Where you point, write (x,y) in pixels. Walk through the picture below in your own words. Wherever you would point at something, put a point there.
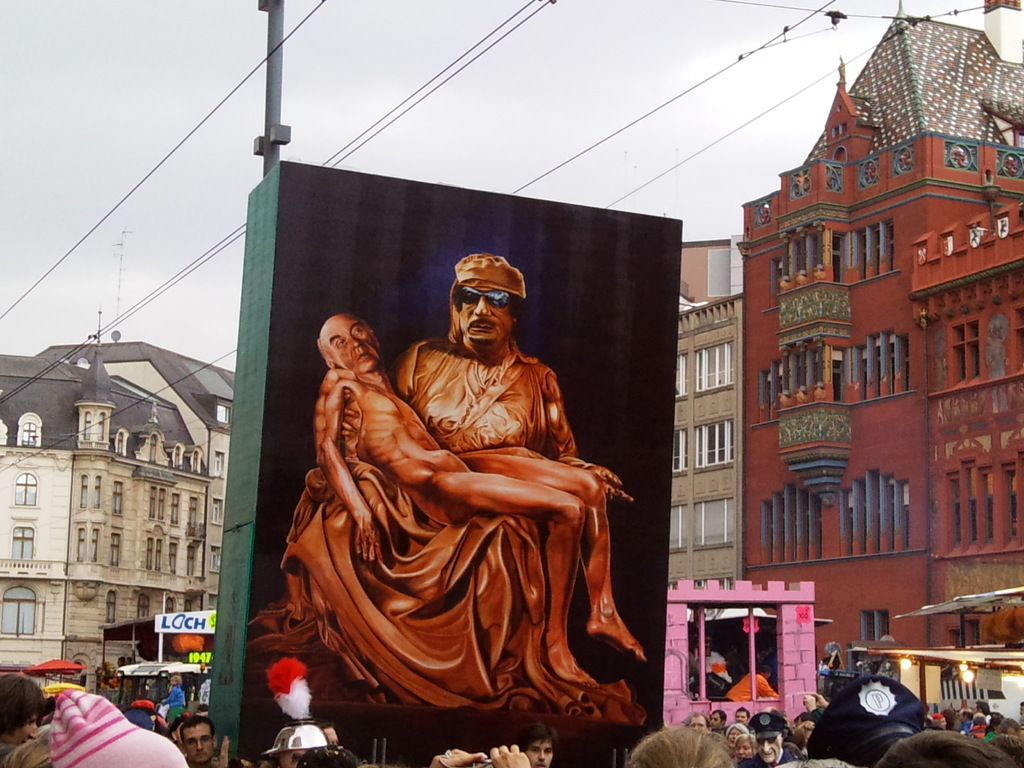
In this image we can see a few people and a board (426,425) with image (500,490) of two persons (430,434), there are some building (191,469) with windows (871,523), lights (966,669), wires (279,48) and a pole (282,63), in the background (254,138) we can see the sky (106,241).
